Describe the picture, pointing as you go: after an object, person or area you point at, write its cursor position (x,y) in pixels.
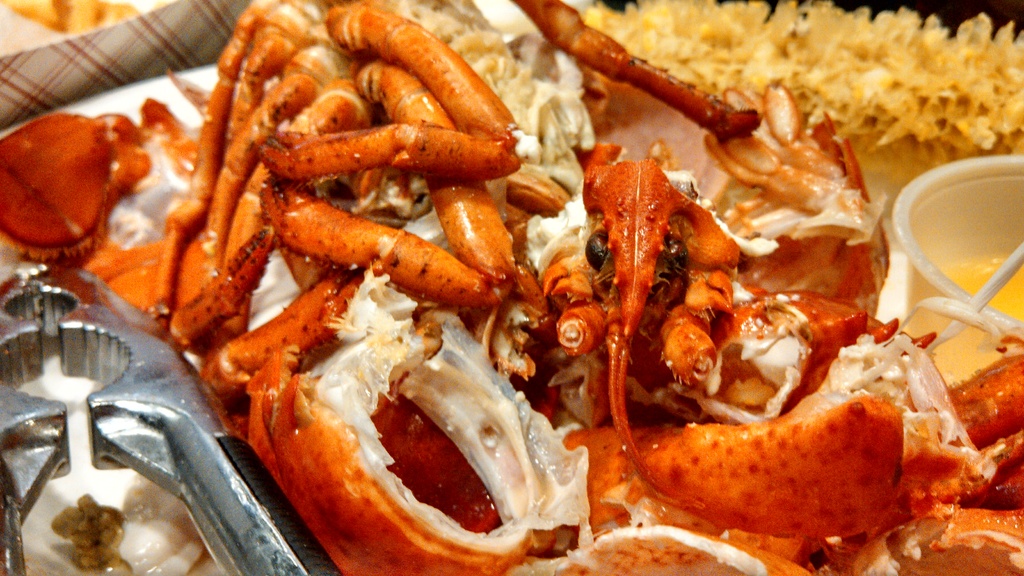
In this picture we can see food (513,327), bowl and a metal object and these all are in the plate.
